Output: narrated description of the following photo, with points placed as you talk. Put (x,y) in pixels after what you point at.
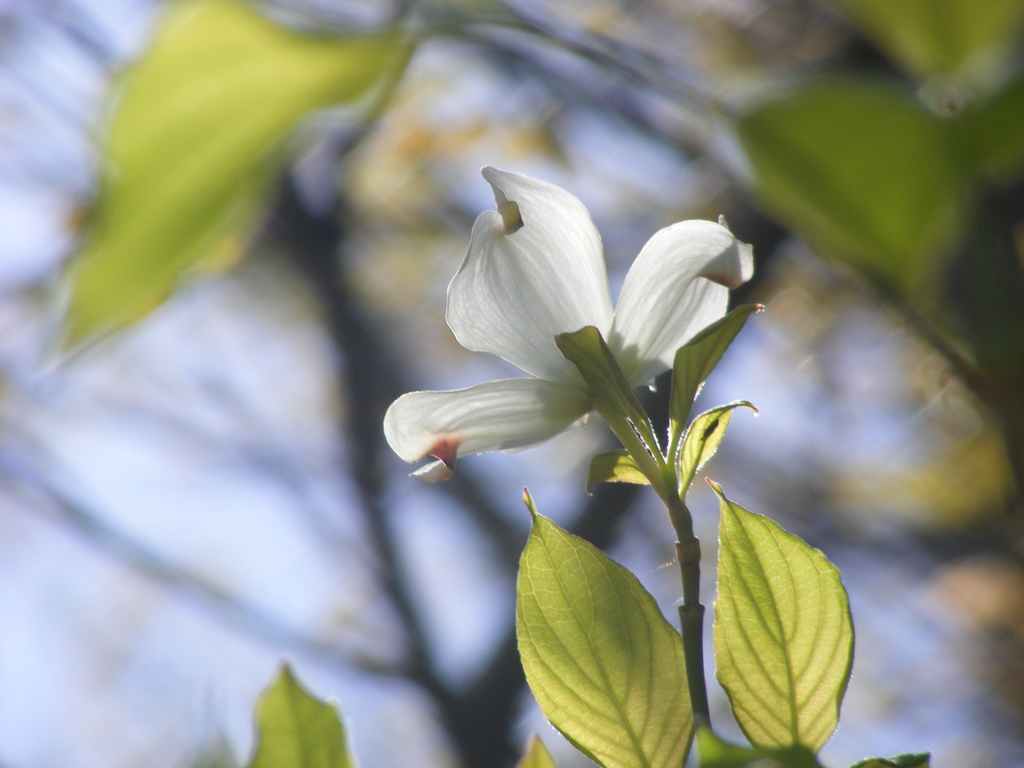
In this image, we can see a white flower (582,312) with stem (692,561) and leaves (605,657). Background (71,709) there is a blur view. Here we can see few leaves (802,168).
